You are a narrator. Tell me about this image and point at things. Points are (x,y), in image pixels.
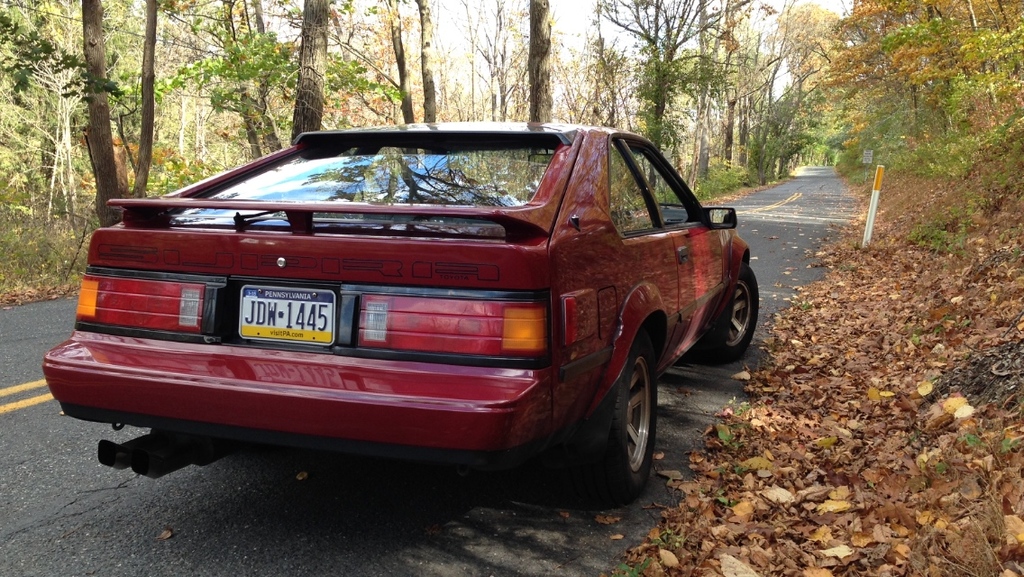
This picture is clicked outside the city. Here, we see a car (489,208) in red color is parked on the road (438,509). On either side of the road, we see trees (859,149) and in the right bottom of the picture (915,494), we see dried leaves (848,442) and twigs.
